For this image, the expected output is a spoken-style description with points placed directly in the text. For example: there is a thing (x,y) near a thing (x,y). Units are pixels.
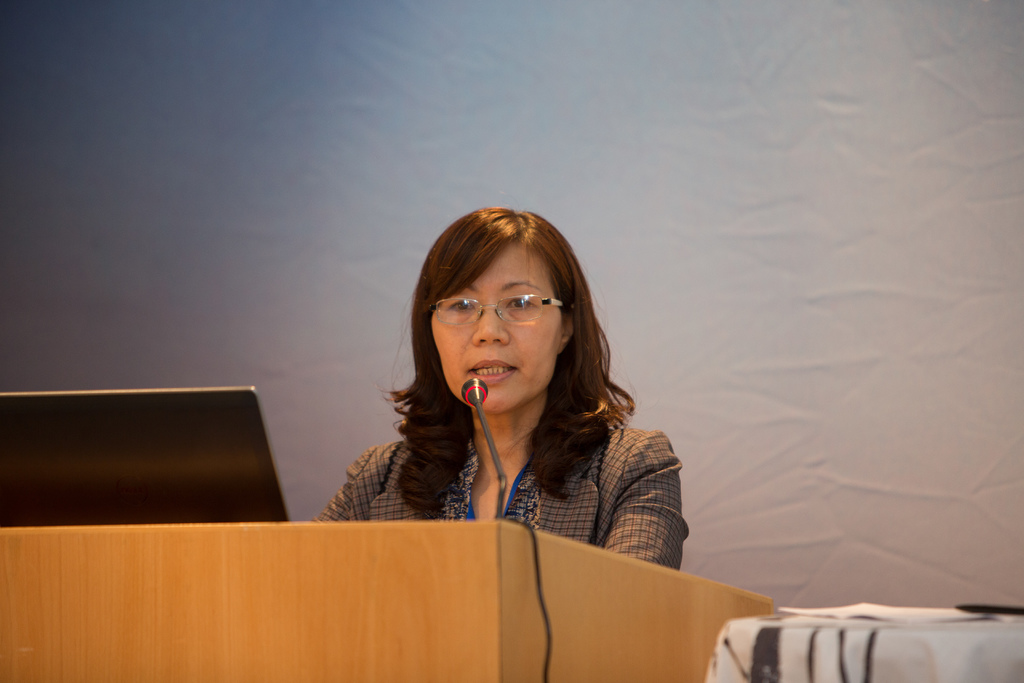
In the middle of the image (469,415) we can see a woman (483,370), in front of her we can see a microphone (483,416) and a podium (435,528), she wore spectacles (536,303).
